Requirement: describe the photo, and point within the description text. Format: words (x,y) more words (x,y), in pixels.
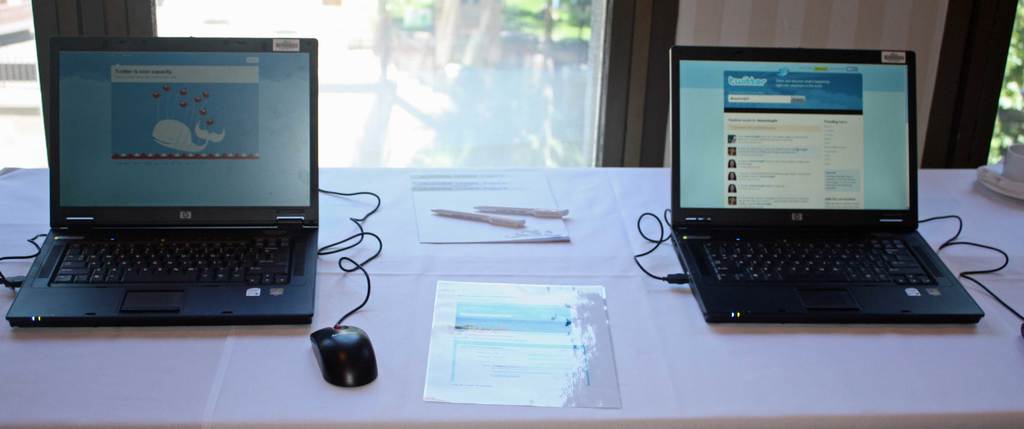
There is a table (356,259) and on the table (118,340) there are two laptops (81,324) and in between the laptops (182,183) there are two papers (451,239) and two pens (470,220), behind the table (385,369) there are windows (549,45) and there is a wall (939,20) in between the windows (1016,128).
